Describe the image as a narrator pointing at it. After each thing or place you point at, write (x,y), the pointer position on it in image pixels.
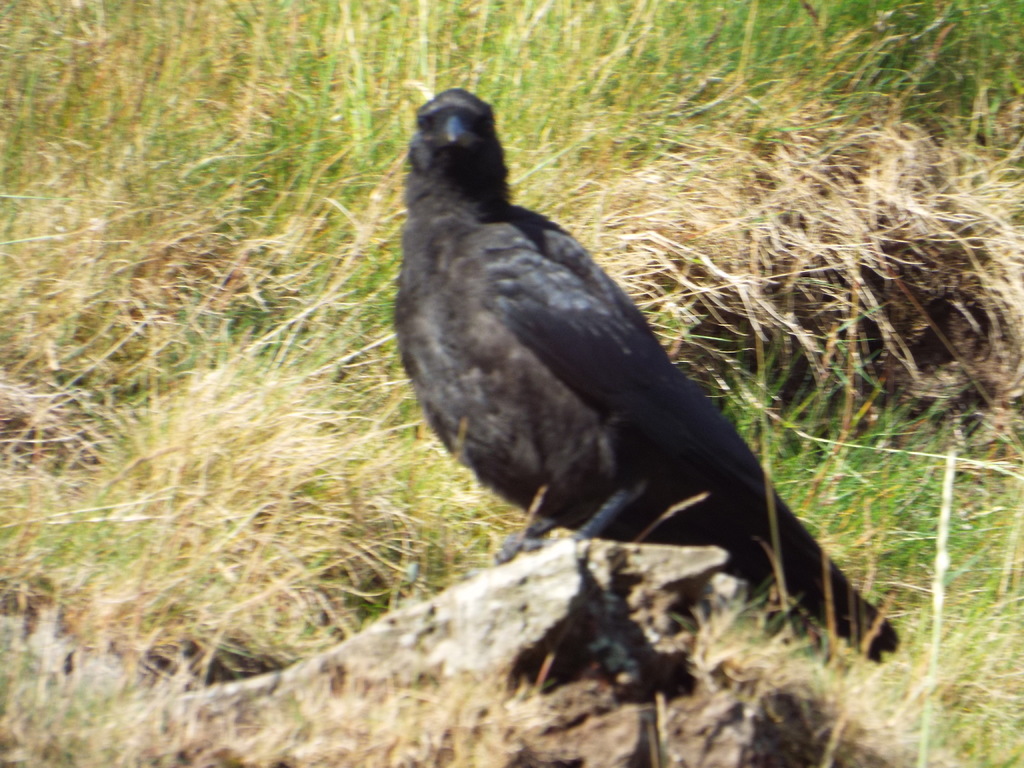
In the center of the image (494,302) there is a crow (515,442) on the rock (610,596). In the background of the image (351,149) there is grass (341,107).
